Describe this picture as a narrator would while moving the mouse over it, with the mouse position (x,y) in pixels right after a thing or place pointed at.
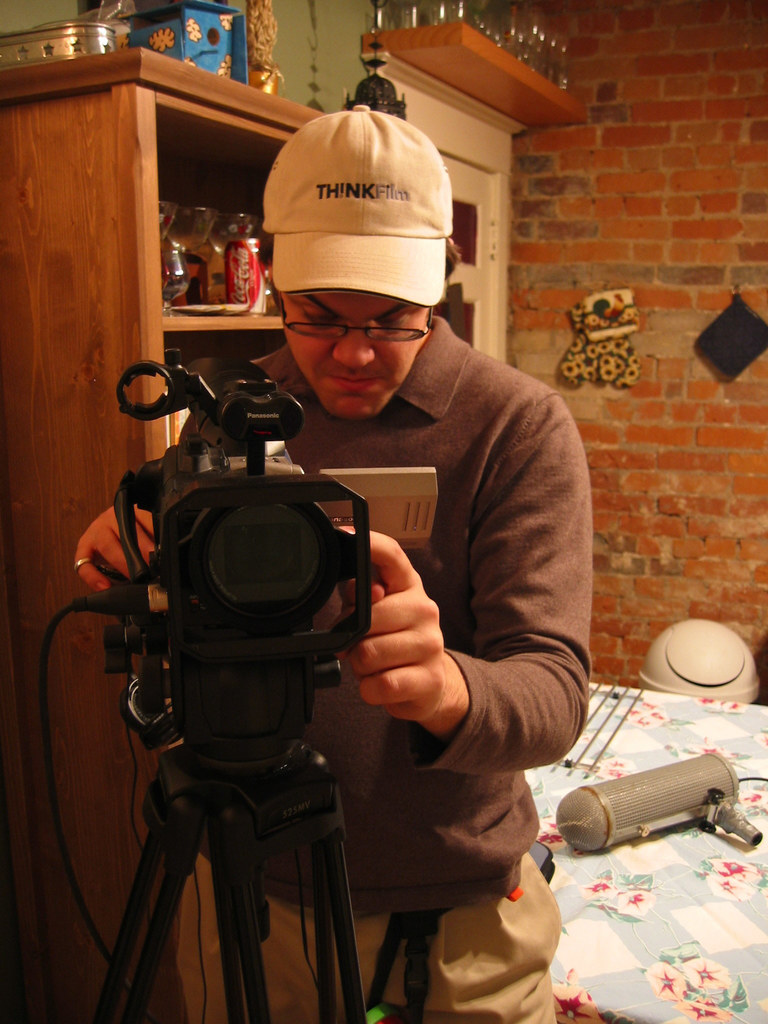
This image is taken indoors. In the background (725,507) there is a wall (537,222) with a door (502,235) and a few things (728,306) on it. On the left side of the image (20,684) there is a cupboard (22,471) and many things (193,289) on it. On the right side of the image (589,976) there is a table (630,892) with a few things (697,804) on it. In the middle of the image (461,385) a man (541,558) is standing on the floor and there is a camera stand (249,725) with a camera (227,603). At the top of the image (494,95) there is a shelf (512,56) with a few glasses (527,65).
